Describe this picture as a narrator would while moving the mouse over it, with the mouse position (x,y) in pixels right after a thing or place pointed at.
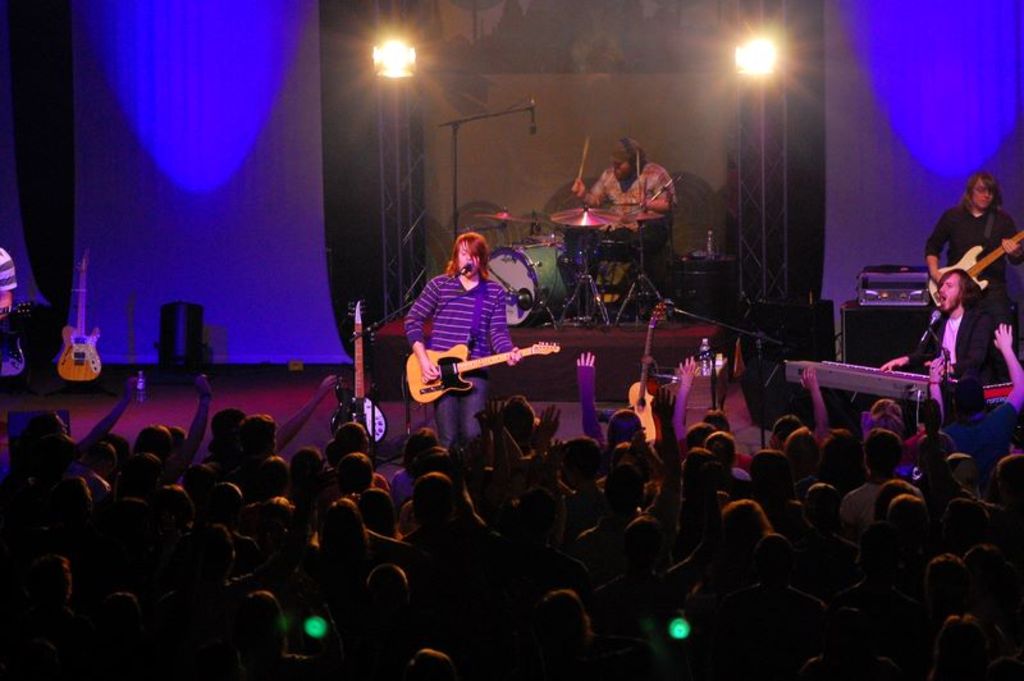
Here we can see a man (467,245) is standing on the stage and singing and holding guitar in his hands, and at back (584,243) here a person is sitting and playing musical drums (577,221), and here a person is playing piano (798,368), and here a group of people (715,490) standing, and here are the lights (403,69).
